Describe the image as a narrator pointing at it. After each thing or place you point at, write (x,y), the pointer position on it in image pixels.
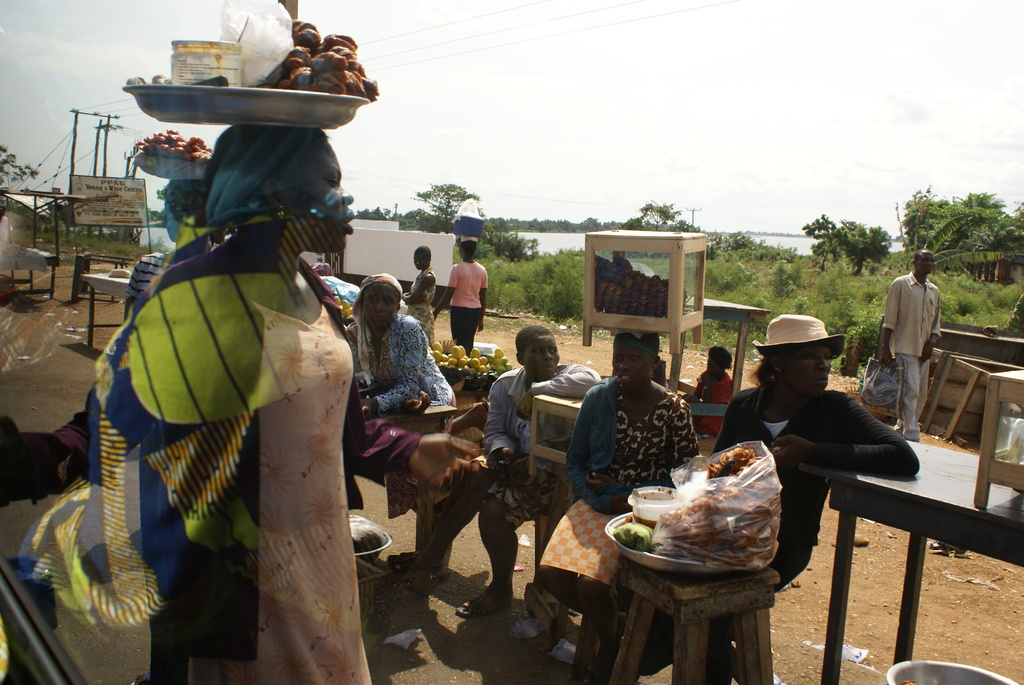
In this image there are group of persons (669,416) who are selling products (705,540) in the market (485,433) and at the left side of the image (105,147) there is a board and current poles (133,176) and at the right side of the image (937,230) there are trees (830,242) and the background (826,150) cloudy sky (700,114).
